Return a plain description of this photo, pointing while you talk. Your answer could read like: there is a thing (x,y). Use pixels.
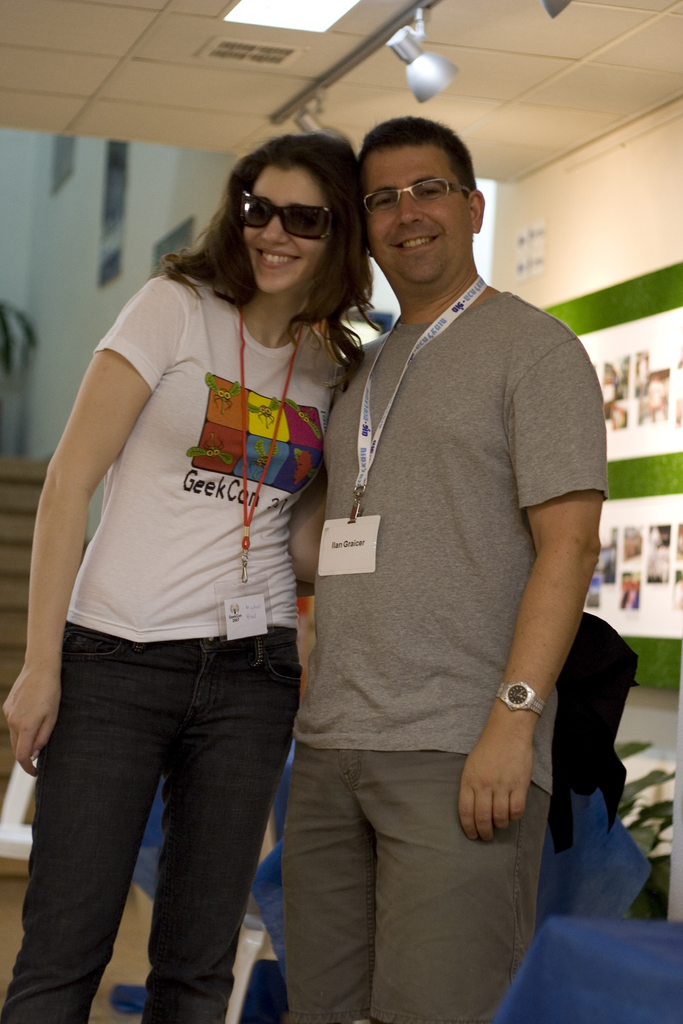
In this picture there is a man (526,428) who is wearing t-shirt (535,316), spectacle (401,190), watch (514,694) and trouser (448,889). He is standing near to the woman (332,390) who is wearing goggle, white t-shirt (169,527) and jeans (208,737). Both of them are standing near to the chairs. In the background (662,523) we can see boards (642,610) and plants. At the top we can see lights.
